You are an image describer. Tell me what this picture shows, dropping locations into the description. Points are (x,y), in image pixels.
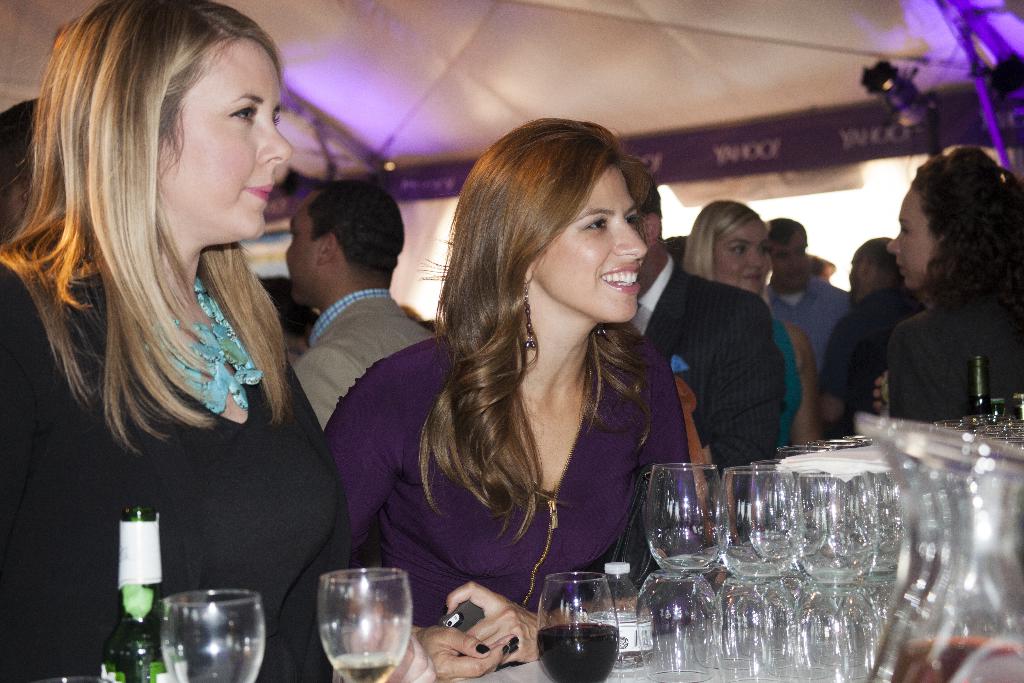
In this picture there are two girls (339,511) standing at the bar counter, smiling and talking. In the front side (716,554) there are some glasses (759,518). In the background (797,281) we can see some men (784,281) and women (741,267), standing and discussing something. On the top (447,70) there is a white canopy shed (516,68).
